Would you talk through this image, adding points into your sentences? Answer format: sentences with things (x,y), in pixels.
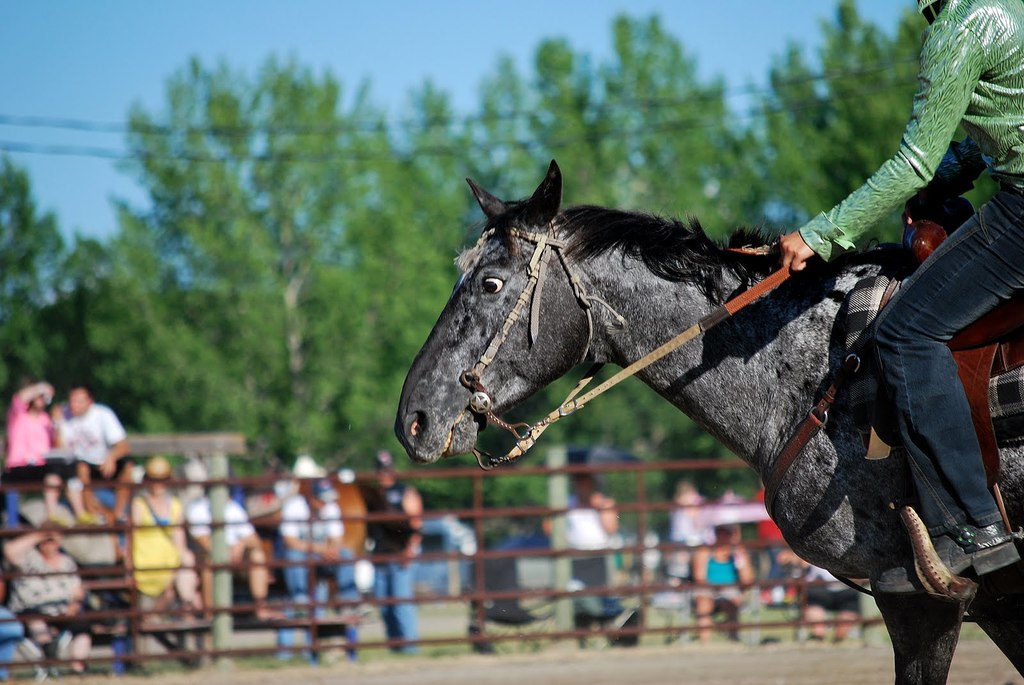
In this image, In the right side (972,307) there is a man (973,243) sitting on a horse (713,305) which is in black color he is riding the horse (782,320), In the background (169,493) there are some people (392,521) standing and they are watching the horse (653,315), In the background (228,221) there are some green color trees (318,212) and there is sky (215,21) in blue color.
